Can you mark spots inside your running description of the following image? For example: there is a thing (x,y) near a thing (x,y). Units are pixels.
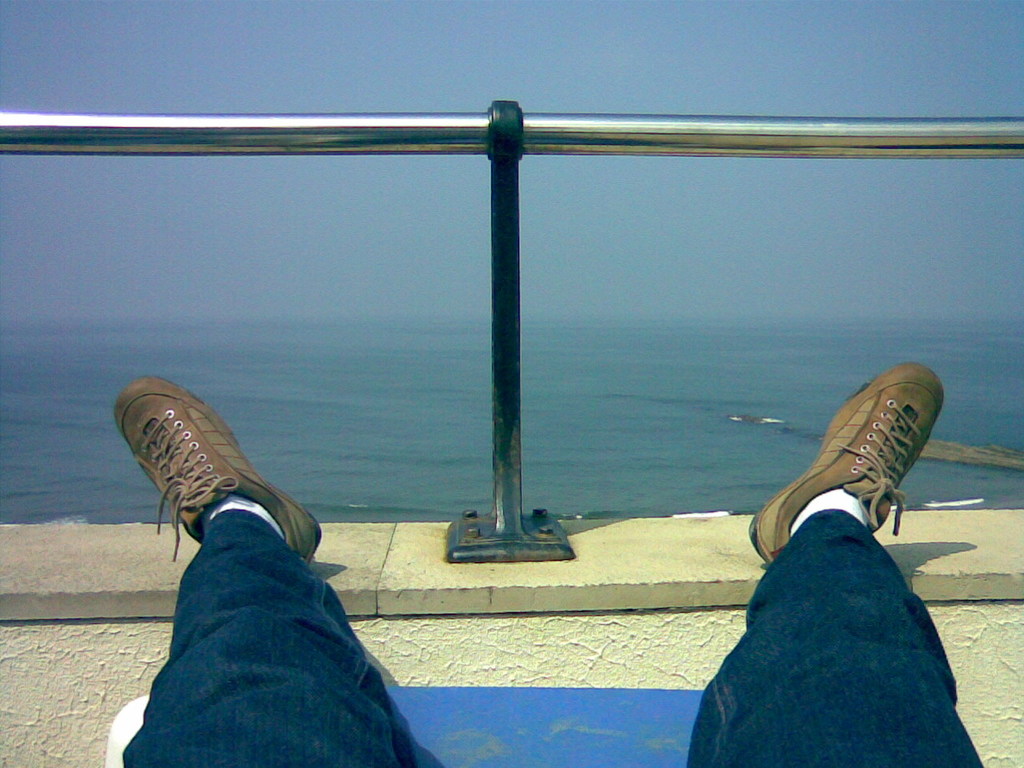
This is the picture of sea (713,325). In this image there is a person (190,659) sitting. There is a railing (491,169) on the wall (487,593). At the back (336,416) there is water (336,418). At the top (377,107) there is sky (432,73).
